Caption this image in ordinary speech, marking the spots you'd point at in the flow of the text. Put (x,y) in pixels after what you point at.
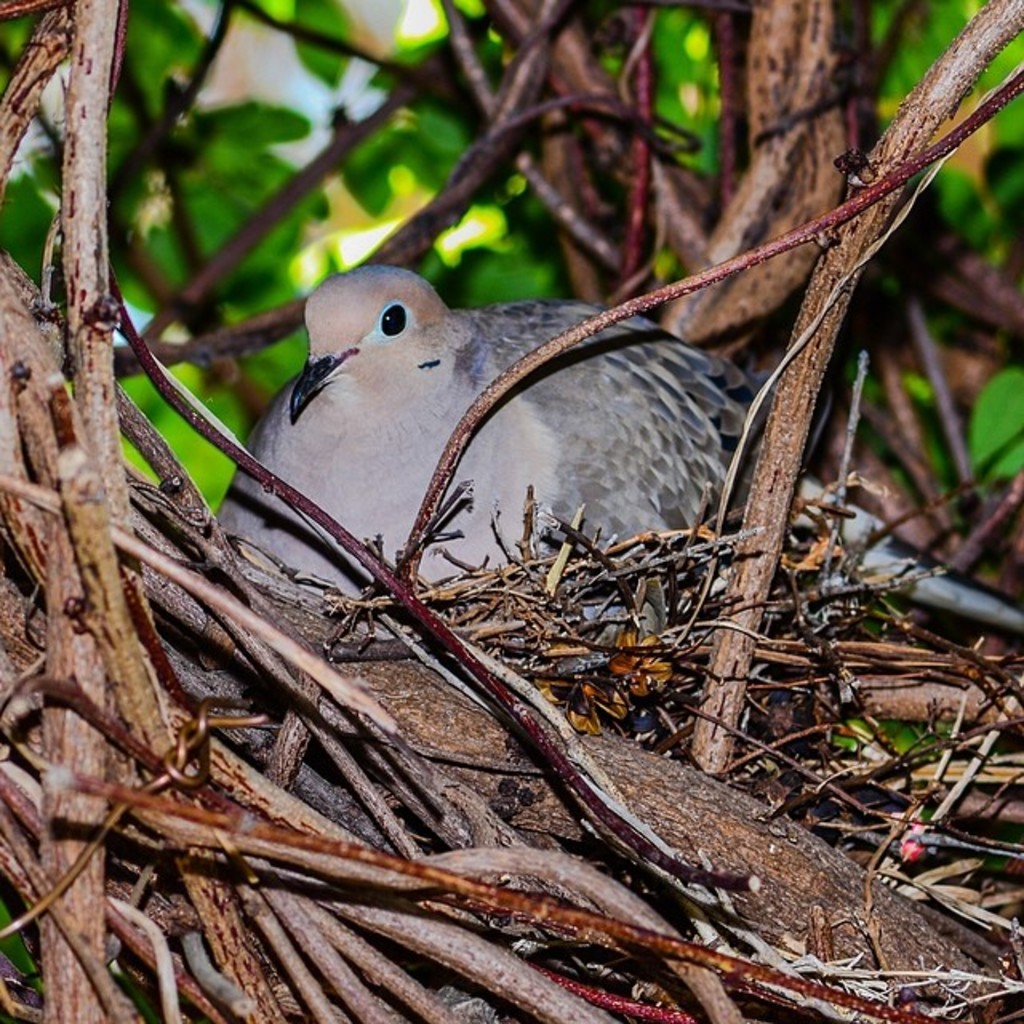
As we can see in the image there is a tree (540,784), white and grey color bird (490,518). The background (287,59) is blurred.
